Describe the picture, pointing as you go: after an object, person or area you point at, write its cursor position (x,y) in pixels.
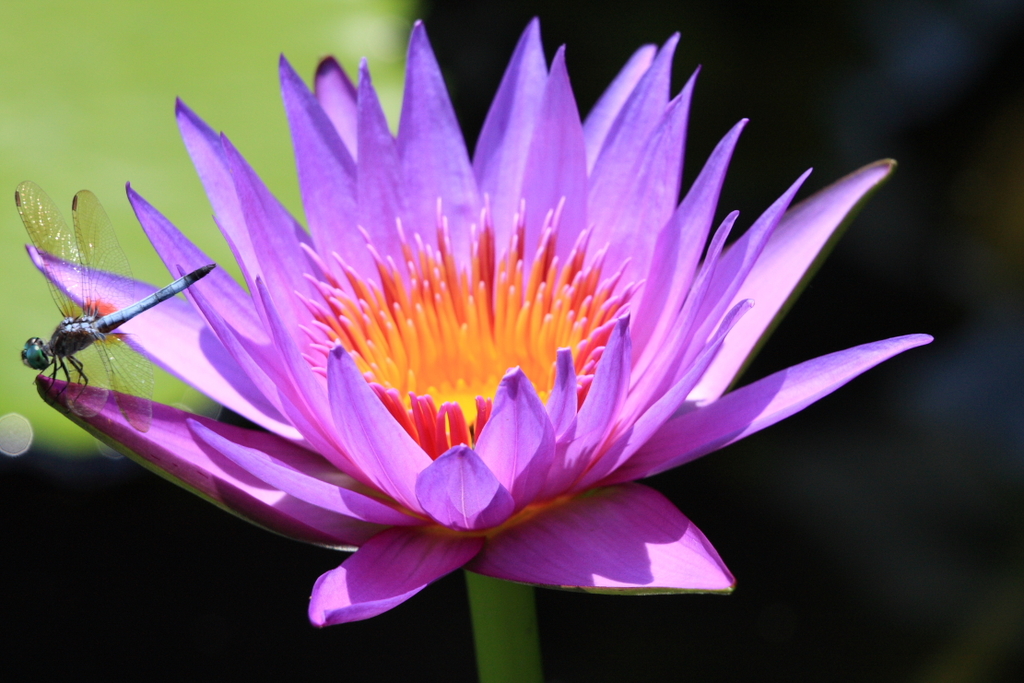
In this image I can see the purple color flower (578,383) and an insect (107,374) is on it. Background (985,67) is in green and black color.
